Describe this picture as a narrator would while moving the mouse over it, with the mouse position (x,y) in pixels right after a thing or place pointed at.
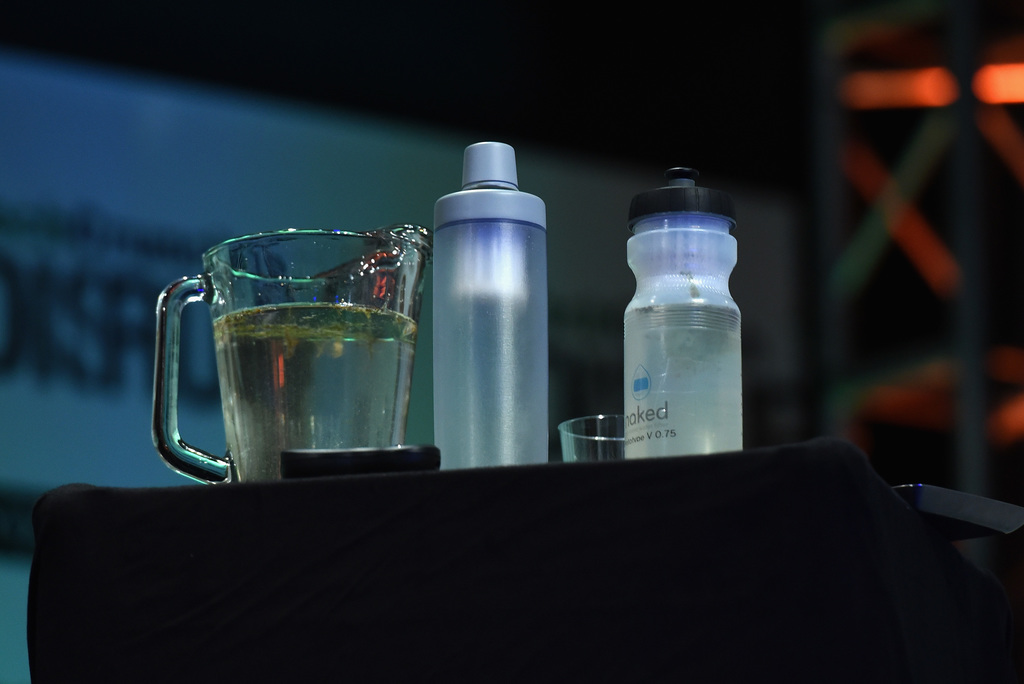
This is a picture on the table (583,530) where there are two bottles (531,434), glass (579,422) and a mug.
